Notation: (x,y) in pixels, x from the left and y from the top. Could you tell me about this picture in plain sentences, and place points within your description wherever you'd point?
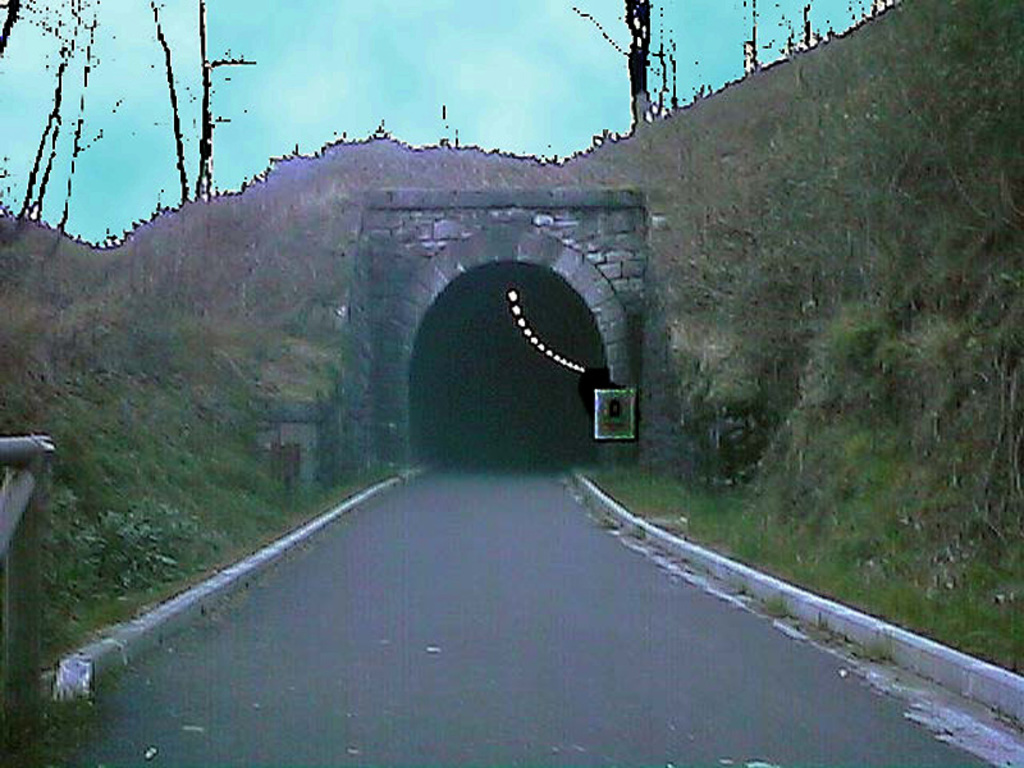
In this image we can see road (293,675), tunnel (492,399), lights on the tunnel roof (526,327), grass (288,313) on the ground (288,313) and clouds (42,14) in the sky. On the left side (6,517) we can see metal object (6,550).
